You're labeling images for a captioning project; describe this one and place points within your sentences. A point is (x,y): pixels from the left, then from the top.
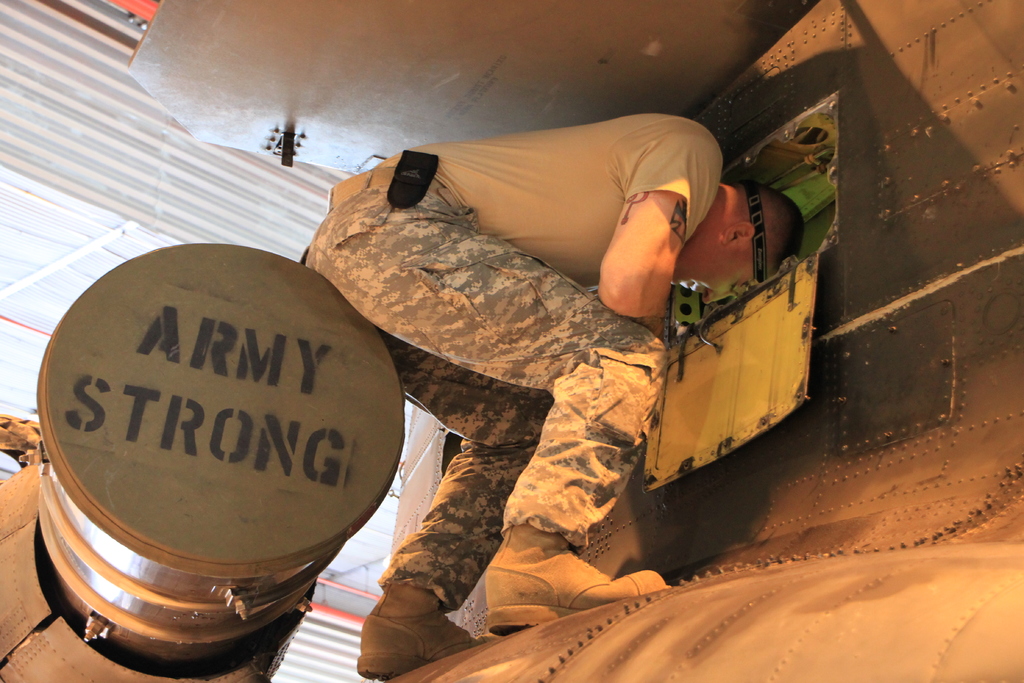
This image is taken indoors. At the top of the image (262,164) there is a roof (108,179). In the middle of the image (644,251) there is a man (385,294) standing on the vehicle (182,400). On the right side of the image (837,435) there is a vehicle (807,289).
